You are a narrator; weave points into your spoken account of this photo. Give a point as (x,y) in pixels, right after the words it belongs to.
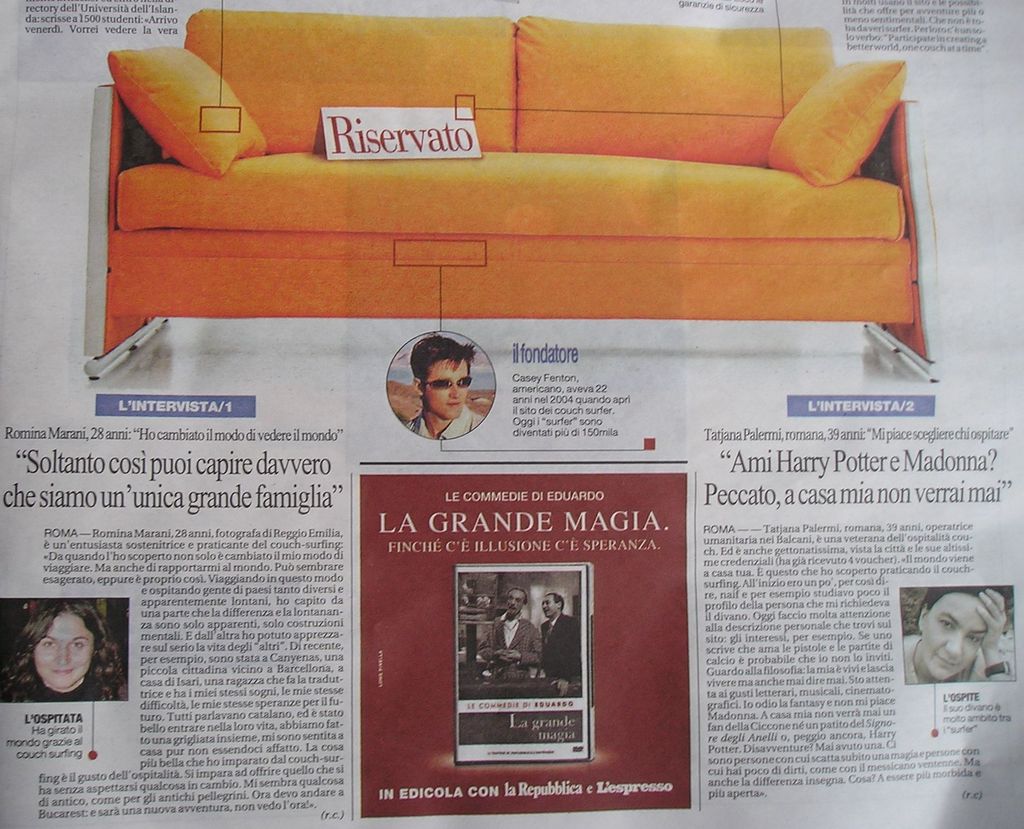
In the image I can see a paper (458,409) in which there are some pictures (168,269) of people (429,382), sofa (590,125) and something written on it.
